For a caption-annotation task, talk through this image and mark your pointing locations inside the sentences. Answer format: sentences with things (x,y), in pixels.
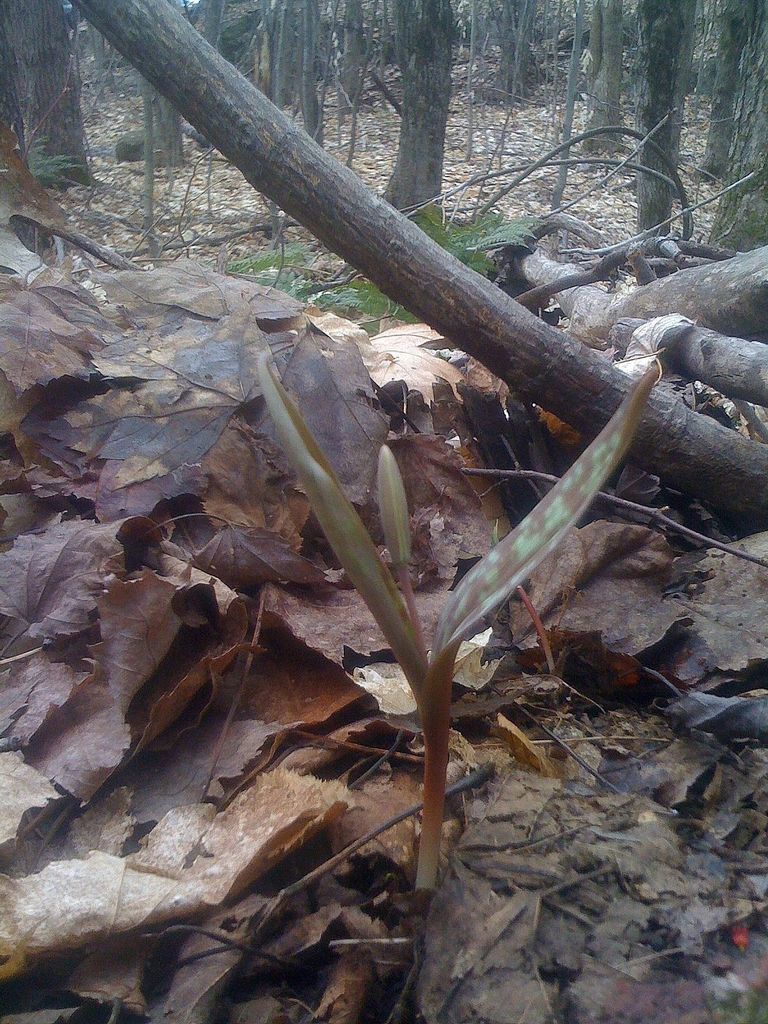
In the middle of the image (394,562) there is a plant (392,577). Behind the plant (398,542) there are some leaves (669,648) and stems (672,183). At the top of the image (637,173) there are some trees (728,173).
